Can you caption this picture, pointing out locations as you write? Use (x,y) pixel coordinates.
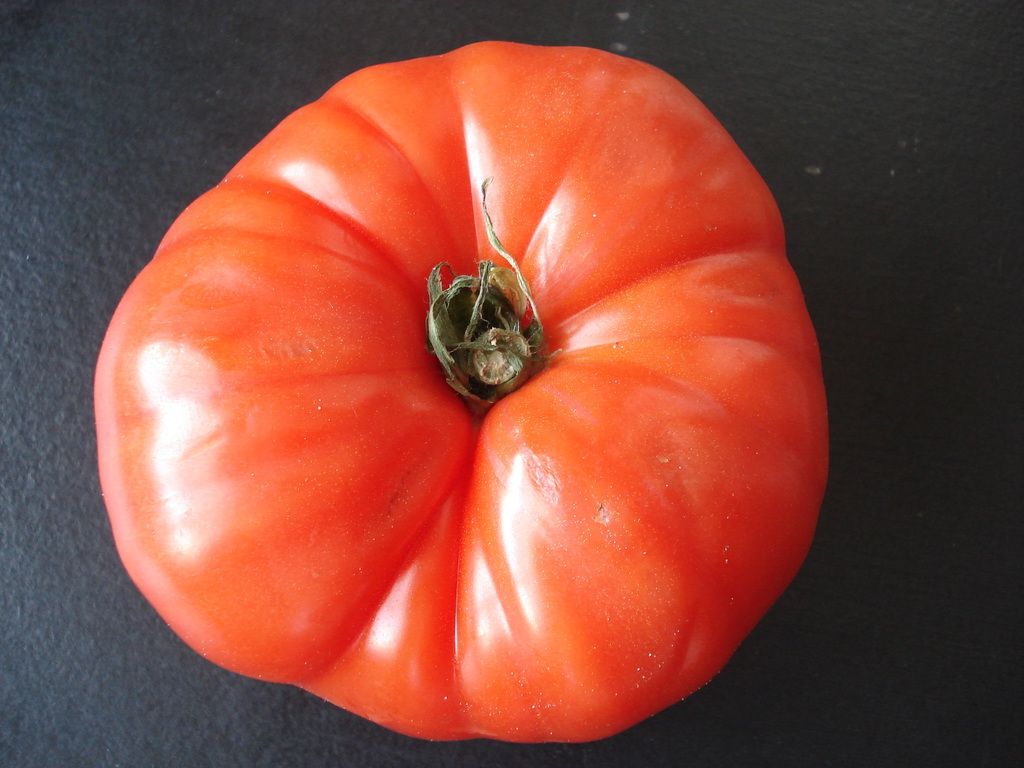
In this image we can see a tomato (609,510) on the black surface (66,537).
